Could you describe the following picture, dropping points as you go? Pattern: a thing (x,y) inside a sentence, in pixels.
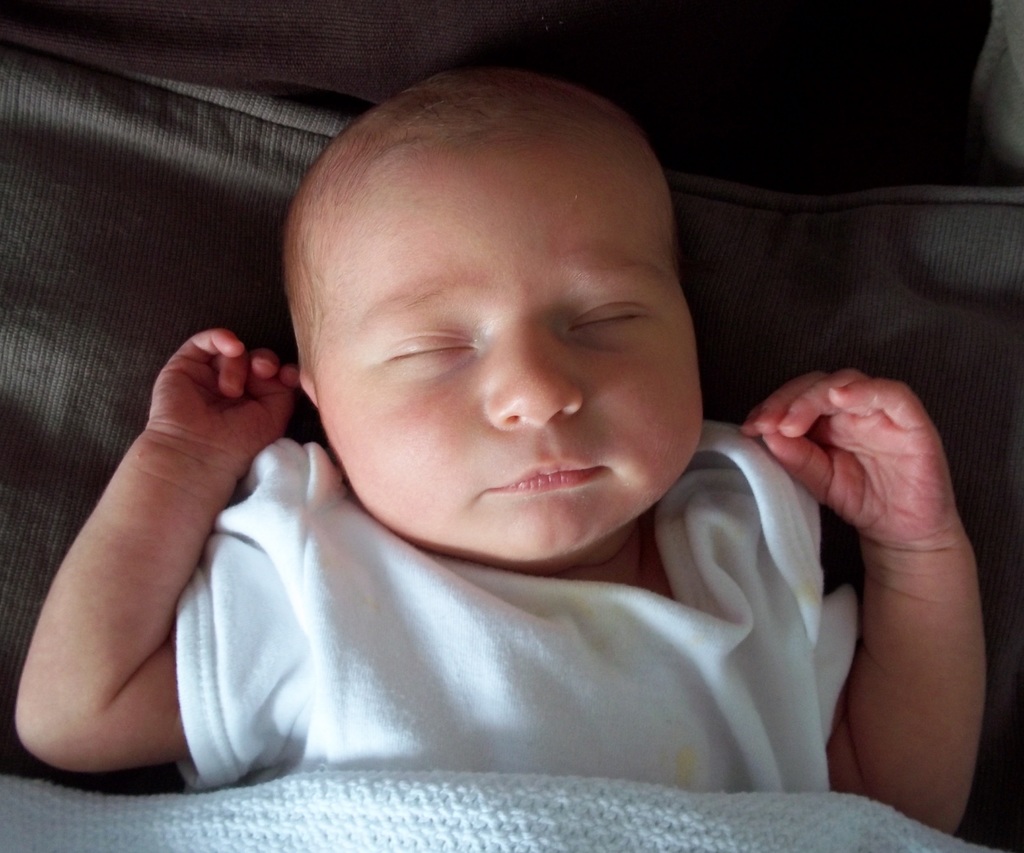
in this picture there is a baby (526,625) with white color dress (712,725) is lying on the bed (148,238) and there is a white color blanket (535,814) on the baby (631,730).
